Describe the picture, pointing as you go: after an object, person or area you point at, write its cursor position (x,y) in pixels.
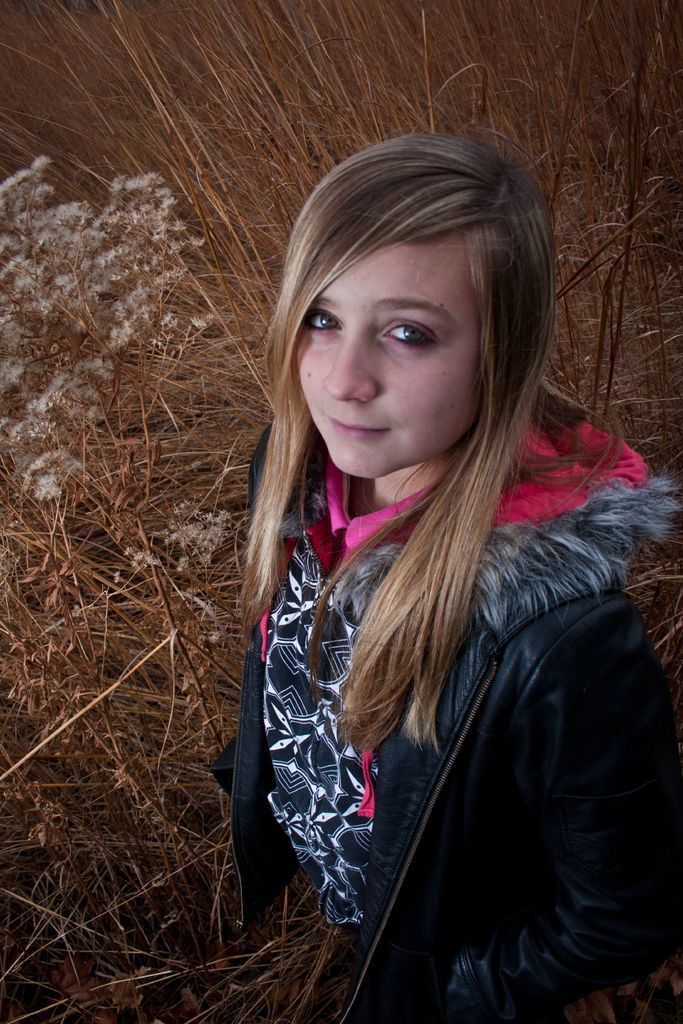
In the foreground of this picture (356,685), there is a girl (351,559) in black jacket (533,798) standing on the grass (170,558). In the background (173,218), we can see the grass (334,110).
